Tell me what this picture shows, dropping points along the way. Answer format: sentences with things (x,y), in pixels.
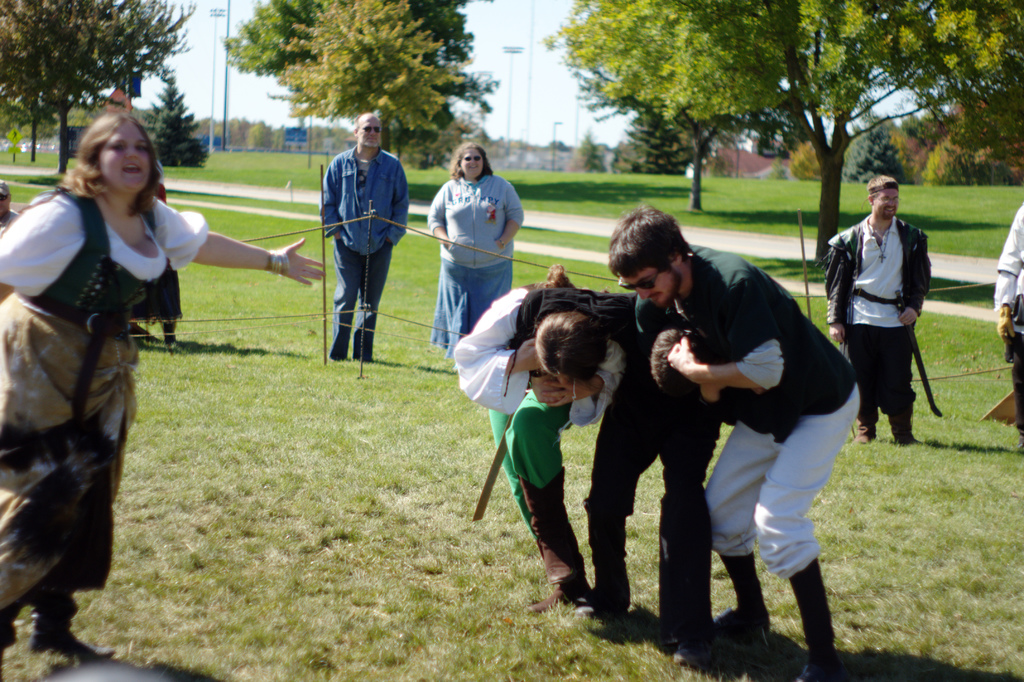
There are few people (515,231) standing. This is the grass (407,605). These are the trees (944,88) with branches (738,85) and leaves (119,72). I think this is the pathway (788,246). In the background (212,144), I can see the poles (221,9).
